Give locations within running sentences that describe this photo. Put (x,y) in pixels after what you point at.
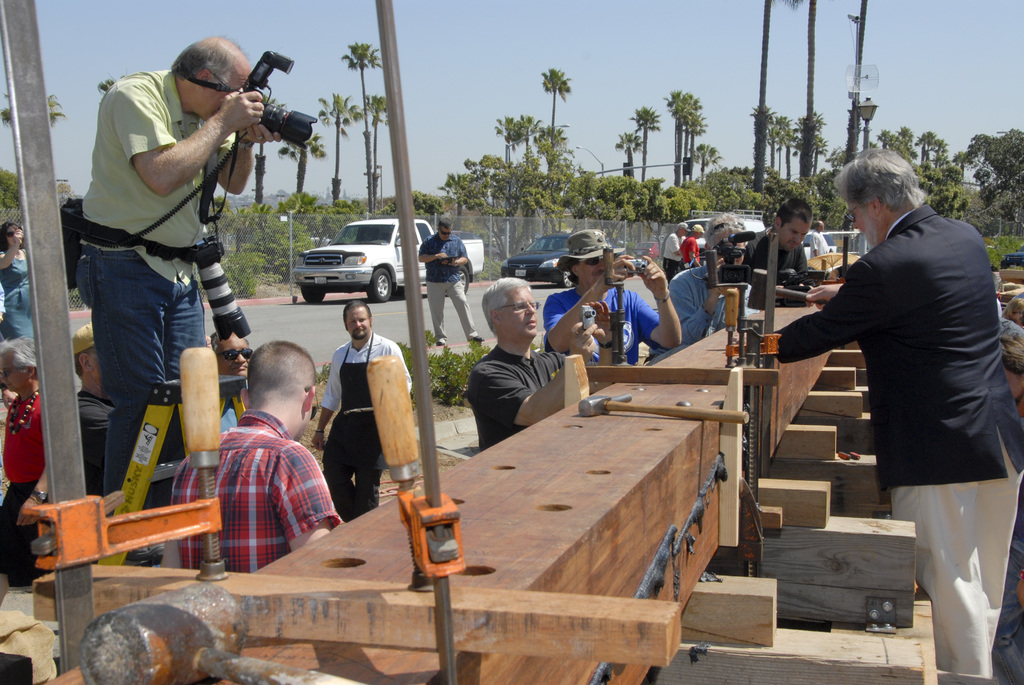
On the left side (162,94), there is a person (201,68) holding a camera (269,65) and standing on a ladder (150,476). Beside him, there are other persons (707,224) standing. On the right side (975,383), there is a person (951,236) in a suit (906,243), standing and placing a hand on wooden object (728,491) and there are other persons (1006,349). In the background (1005,257), there are vehicles (319,254) on the road (312,310), there are trees (747,193) and plants (255,231) on the ground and there is blue sky (652,2).
